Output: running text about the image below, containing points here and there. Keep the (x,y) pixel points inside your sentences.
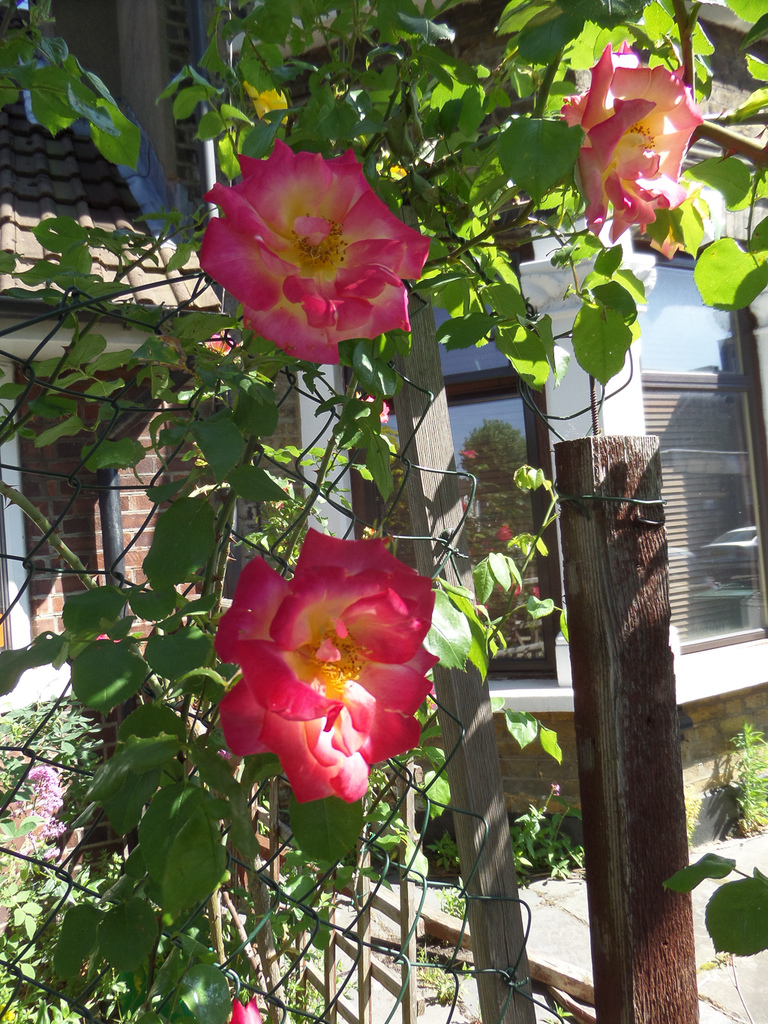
In this picture I can see some flowers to the plants (245,453), behind I can see the building (682,470).
